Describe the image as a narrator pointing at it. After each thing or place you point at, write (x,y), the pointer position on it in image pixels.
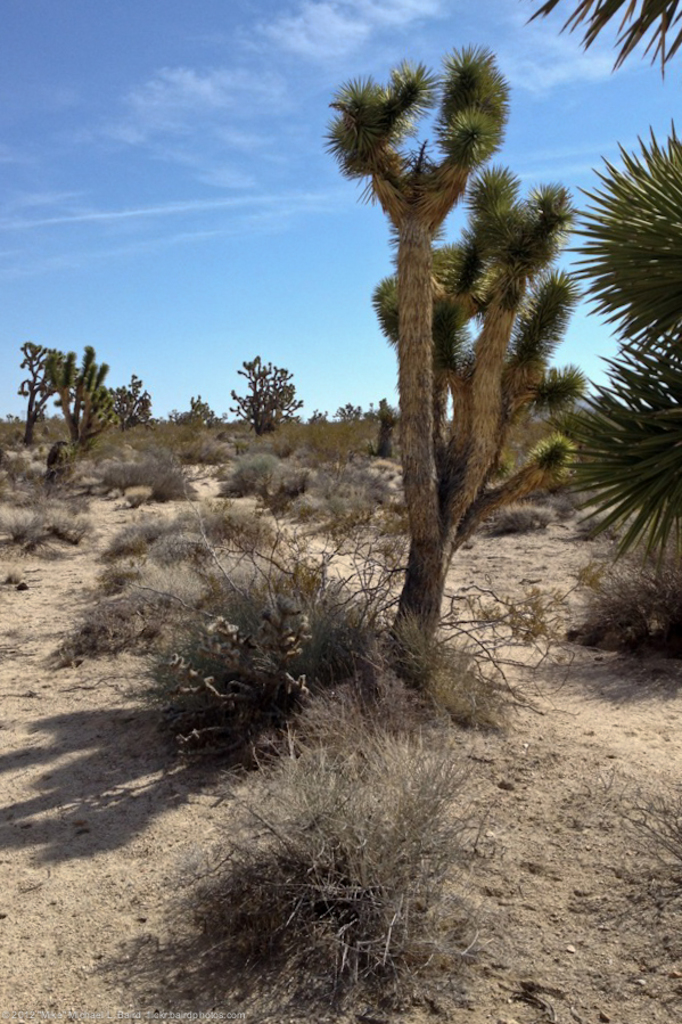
In this image I can see bushes (292,606), few trees (632,241), shadows (66,743), clouds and the sky (284,291) in background (341,334).
